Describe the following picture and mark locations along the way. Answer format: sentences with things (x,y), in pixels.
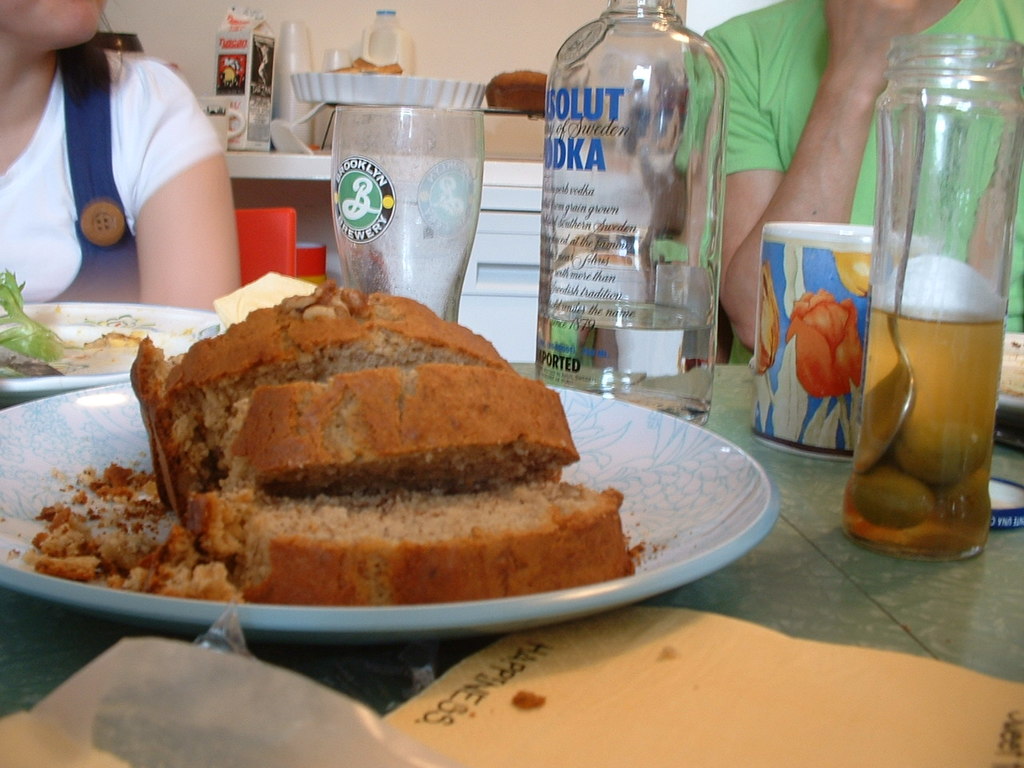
In the image we can see two people (769,131) wearing clothes (767,118). There is a table (813,537), on the table (843,558) there are plates (709,499), food (315,434) on a plate (646,474), glass (405,169), bottle (657,221) and a paper (737,664). This is a wall (482,40) and a box (239,100).
